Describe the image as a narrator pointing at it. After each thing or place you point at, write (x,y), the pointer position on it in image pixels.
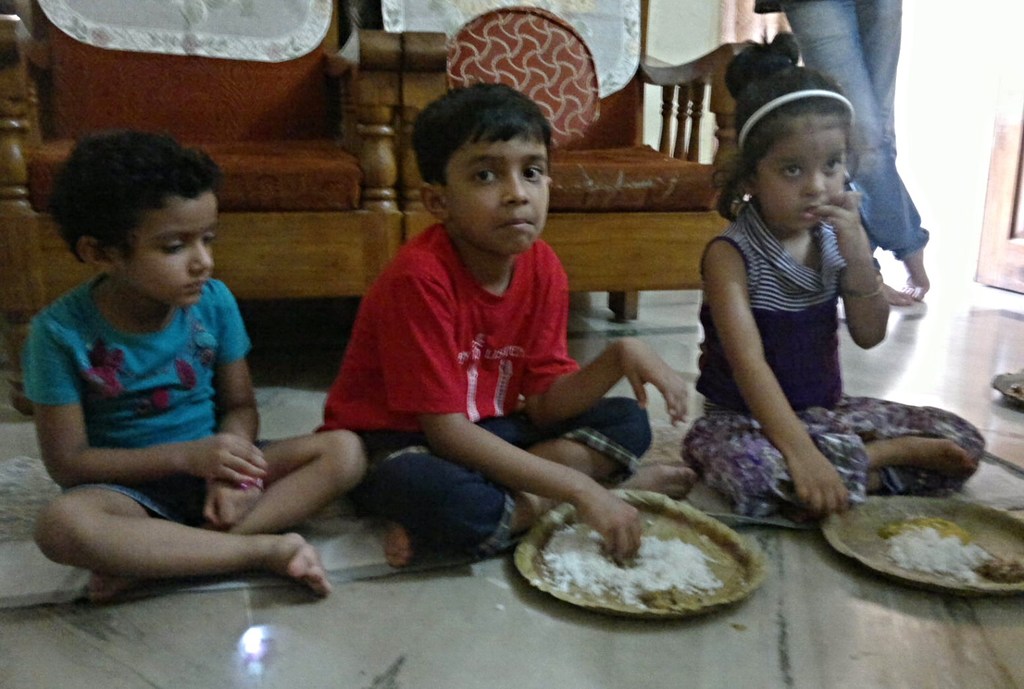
In this picture we can see three children (213,357) sitting on the floor (667,308) and in front of them we can see plates (910,571) with food (689,597) on it and in the background (79,131) we can see chairs (141,63) and a person (831,26) standing.
